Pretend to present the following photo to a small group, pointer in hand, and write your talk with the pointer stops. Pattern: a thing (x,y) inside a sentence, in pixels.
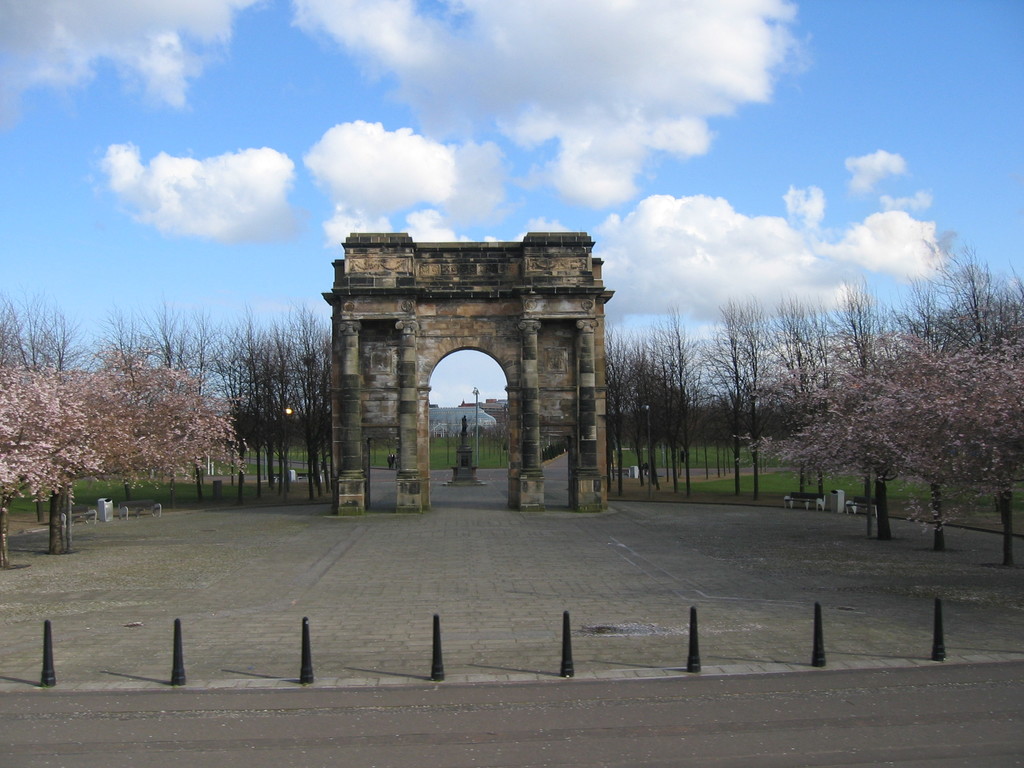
In this image in the center (540,403) there is a wall (358,467) and on the right side (858,416) and left side (21,452) there are trees (993,462), grass (771,486) and objects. At the bottom (414,719) there is walkway (461,646) and some barricades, at the top (372,149) there is sky (362,222).
